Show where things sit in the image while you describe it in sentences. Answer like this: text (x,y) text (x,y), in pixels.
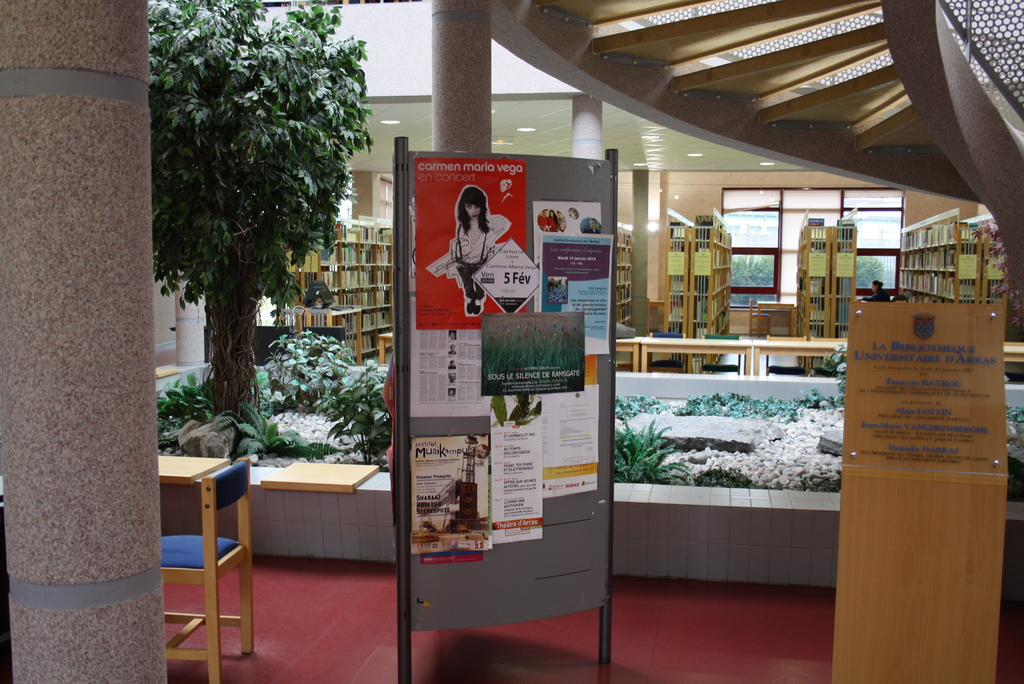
In this image we can see a group of poster (569,320) pasted on a board (487,583) placed on poles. On the right side of the image (952,577) we can see a board (976,506) with some text (961,449), a person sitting and a staircase (996,198). On the left side of the image (210,579) we can see a chair (246,637) and some wood boards (291,474) placed on the surface (285,651). In the center of the image (373,392) we can see some plants (299,383), trees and some rocks (188,426). In the background (832,268), we can see tables (676,345), a group of books (822,303) placed in racks (717,251), windows (864,268) and some pillars (470,57). At the top of the image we can see some lights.
